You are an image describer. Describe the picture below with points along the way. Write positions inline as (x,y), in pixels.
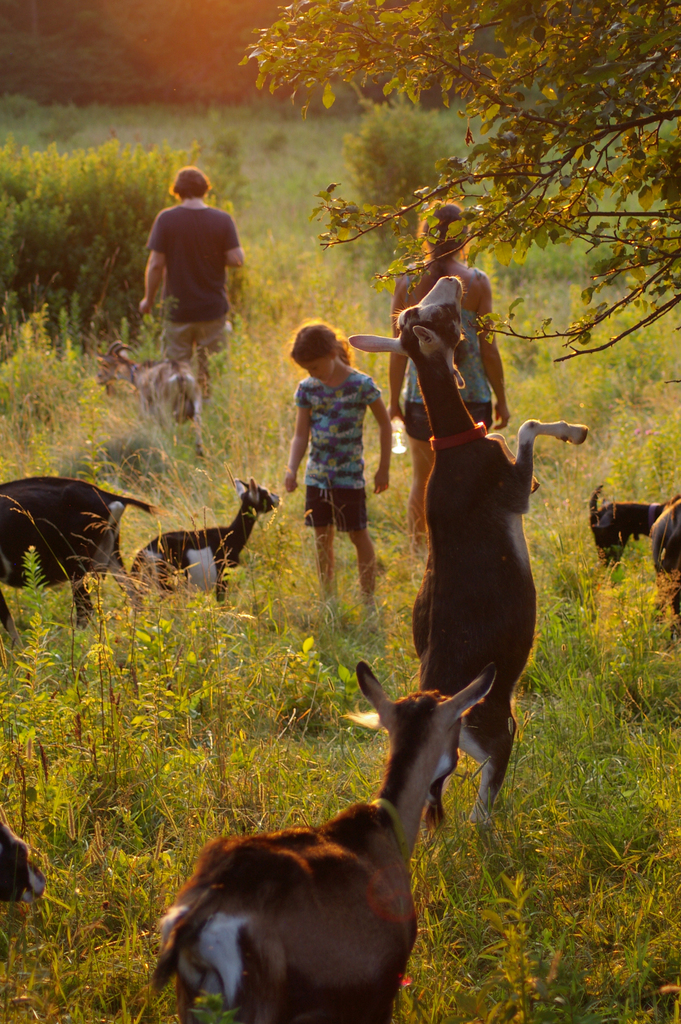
In this image there are people (342,485). There are animals (398,348). At the bottom of the image (515,917) there is grass (139,926). To the right side of the image (554,173) there is a tree (439,181).
